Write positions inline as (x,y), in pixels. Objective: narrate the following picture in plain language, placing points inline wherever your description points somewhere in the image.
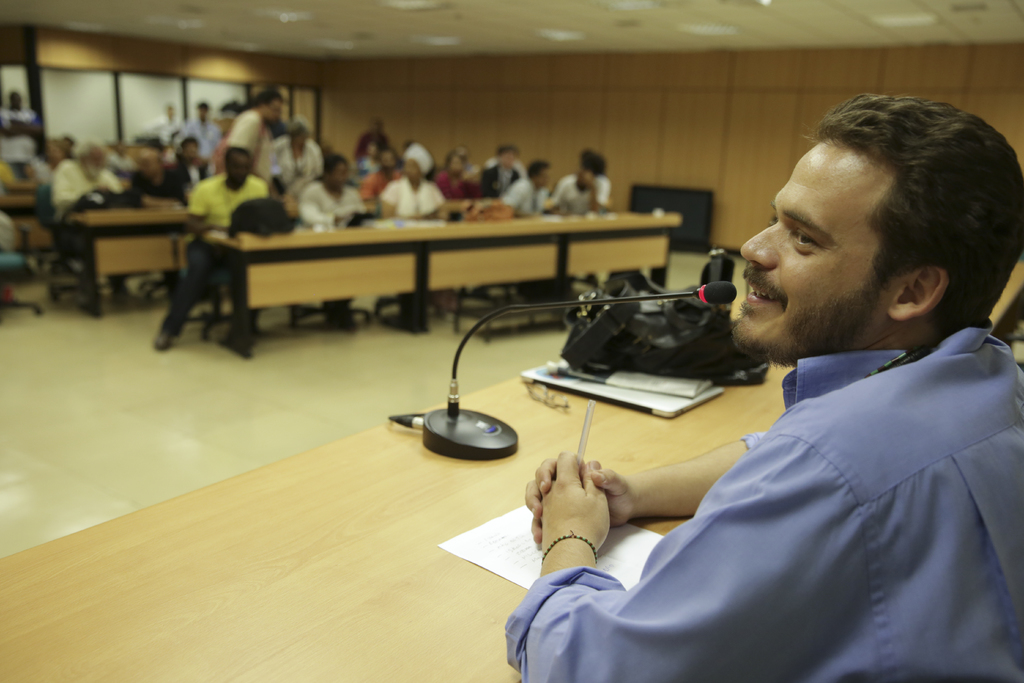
On the right side of the image (914,475) we can see one person (962,549) sitting and holding some object (591,411) and he is smiling, which we can see on his face (800,314). In front of him, there is a table (556,411). On the table (575,415), we can see one paper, microphone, one bag (669,356), glasses (560,395), books (578,381) and a few other objects (572,392). In the background (100,112) there is a wall (550,59), roof (531,17), white color objects (70,105), one monitor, bags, tables (341,255), benches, papers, few people (339,221) are sitting on the benches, few people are standing and a few other objects (502,203).
